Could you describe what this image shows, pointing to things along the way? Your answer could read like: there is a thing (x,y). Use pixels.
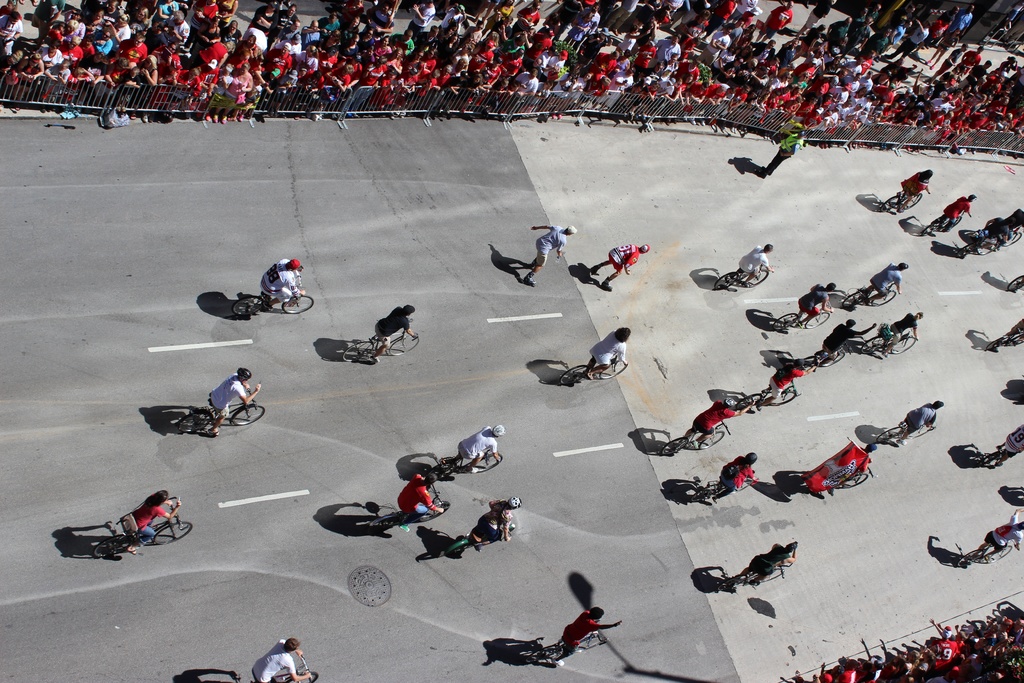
In this image in the center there are some people (600,360), who are sitting on cycle (813,311) and riding. And at the top of the image (548,69) and bottom there are some people (962,658) standing and there is a railing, and at the bottom (316,581) there is road (640,568) and two persons (529,273) are skating in the center (559,232).
